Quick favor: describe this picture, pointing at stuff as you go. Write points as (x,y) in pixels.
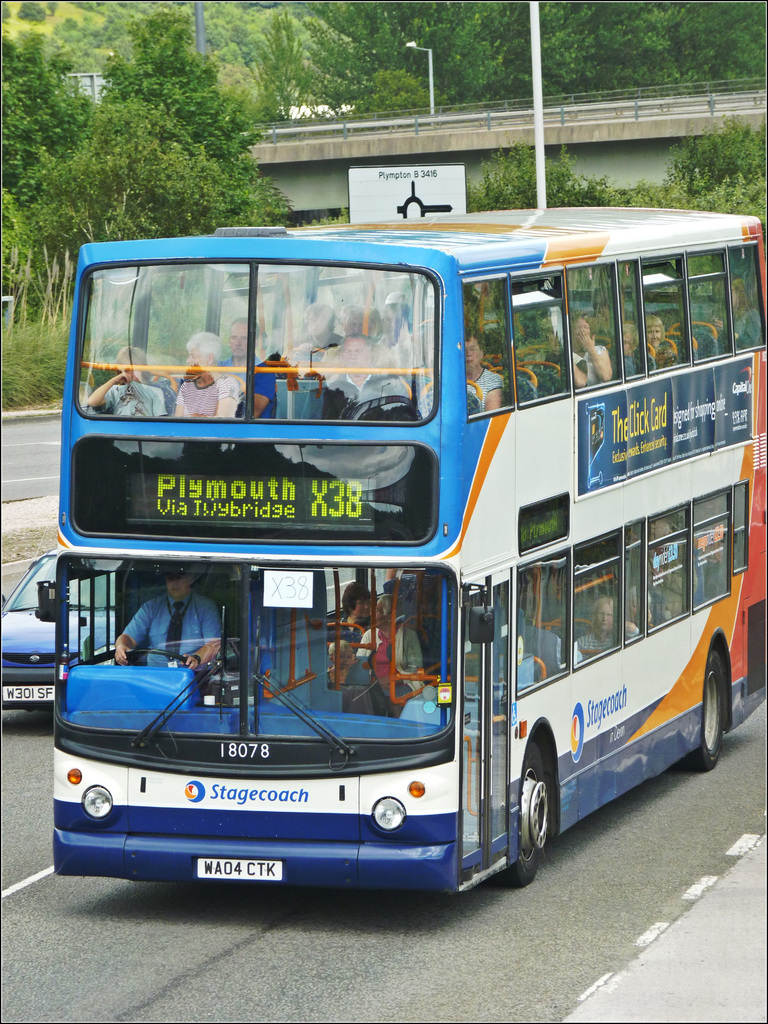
In this image we can see a group of people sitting in a bus (707,586) which is on the road (503,902). We can also see a car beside it. On the backside (316,189) we can see a signboard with some text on it, some poles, a group of trees (216,82), grass (31,351), a street pole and a bridge (532,130).
